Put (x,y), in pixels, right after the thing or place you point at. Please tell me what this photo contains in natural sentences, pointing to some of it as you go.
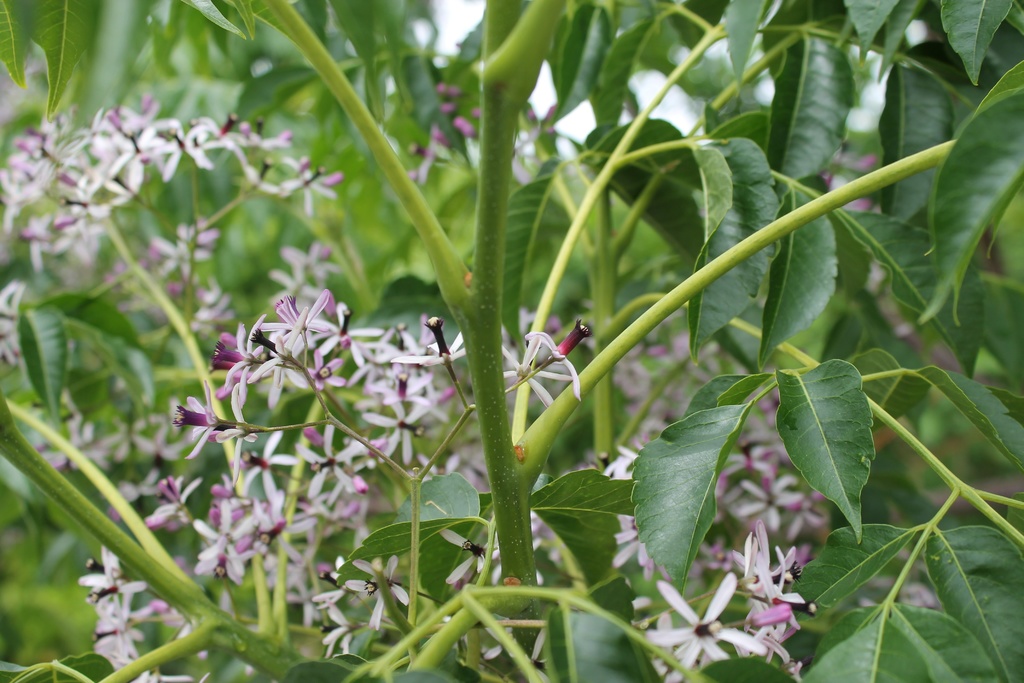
This image consists of plants (531,447). To which we can see the flowers (383,415) and green leaves (805,621).
